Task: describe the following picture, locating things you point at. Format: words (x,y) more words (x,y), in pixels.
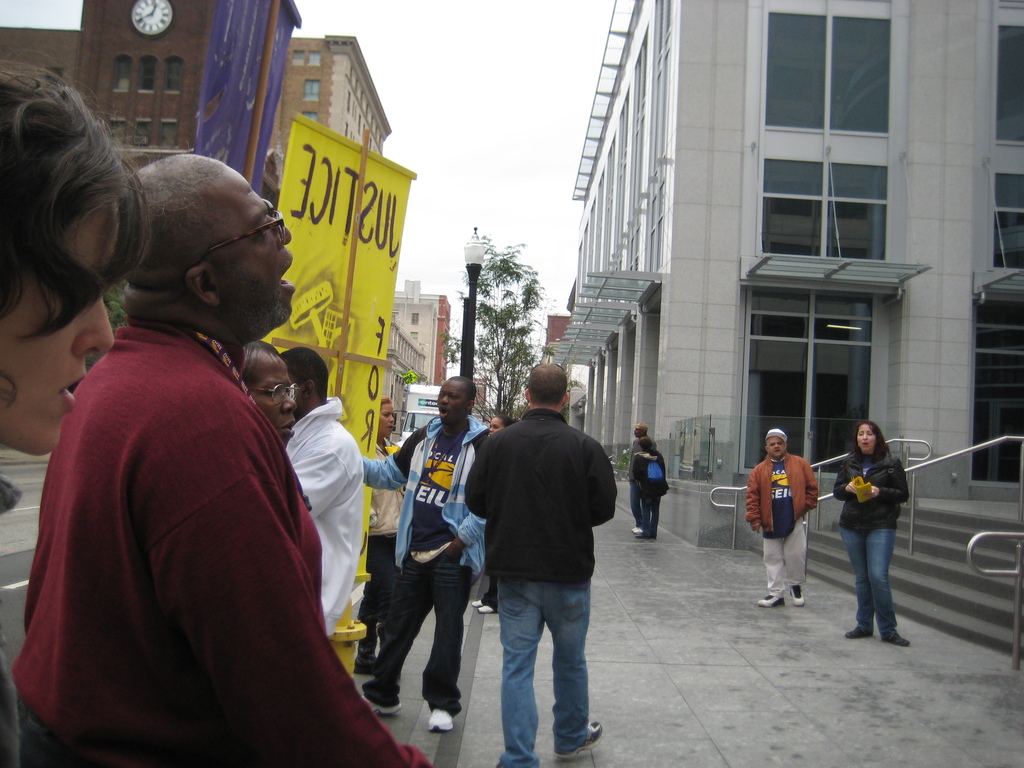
In the image we can see there are many people (399,586) wearing clothes (351,566) and some of them are wearing spectacles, cap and shoes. This is a pole (477,279), tree (492,267), poster (361,226), building (772,194), windows (810,132) of the building (769,132), tree (507,304), sky (513,160), footpath (797,650), stairs (951,562) and clock (150,6).
